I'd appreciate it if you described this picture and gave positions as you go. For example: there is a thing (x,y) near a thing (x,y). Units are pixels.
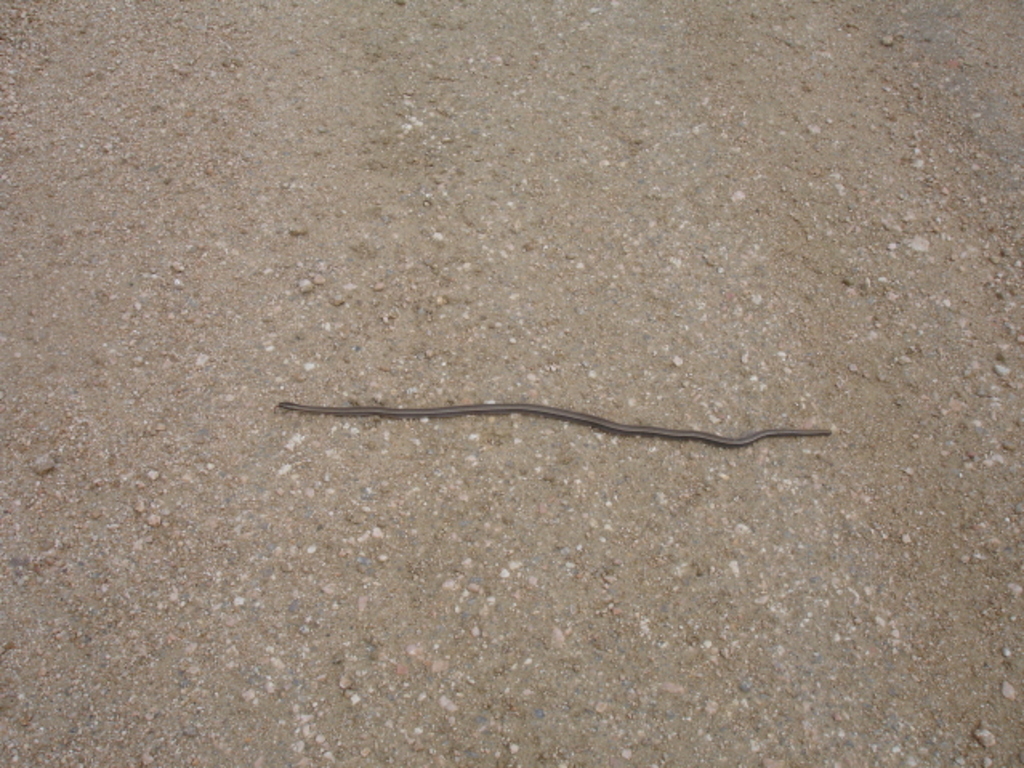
In the image there is a black animal (641,429) on the ground (911,366).
